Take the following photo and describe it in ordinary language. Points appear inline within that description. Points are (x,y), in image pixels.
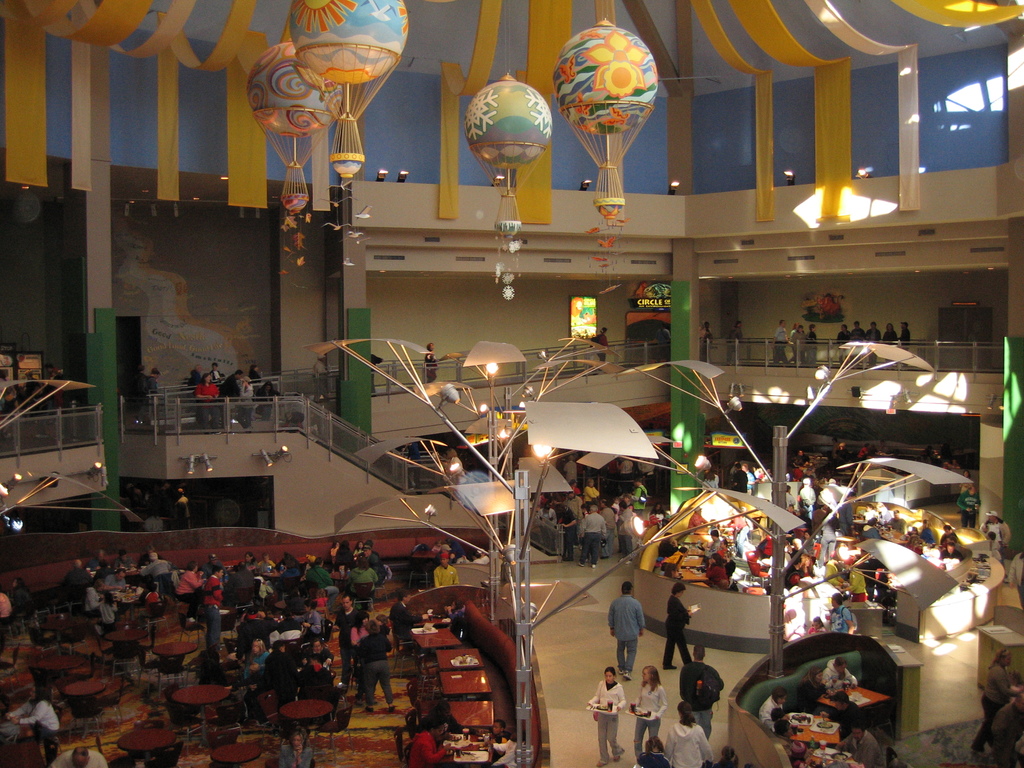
In the middle (635,448) there are lights (641,436), on the left side (270,590) there are dining tables (289,711) and chairs (192,705). People (250,608) are sitting on the chairs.
